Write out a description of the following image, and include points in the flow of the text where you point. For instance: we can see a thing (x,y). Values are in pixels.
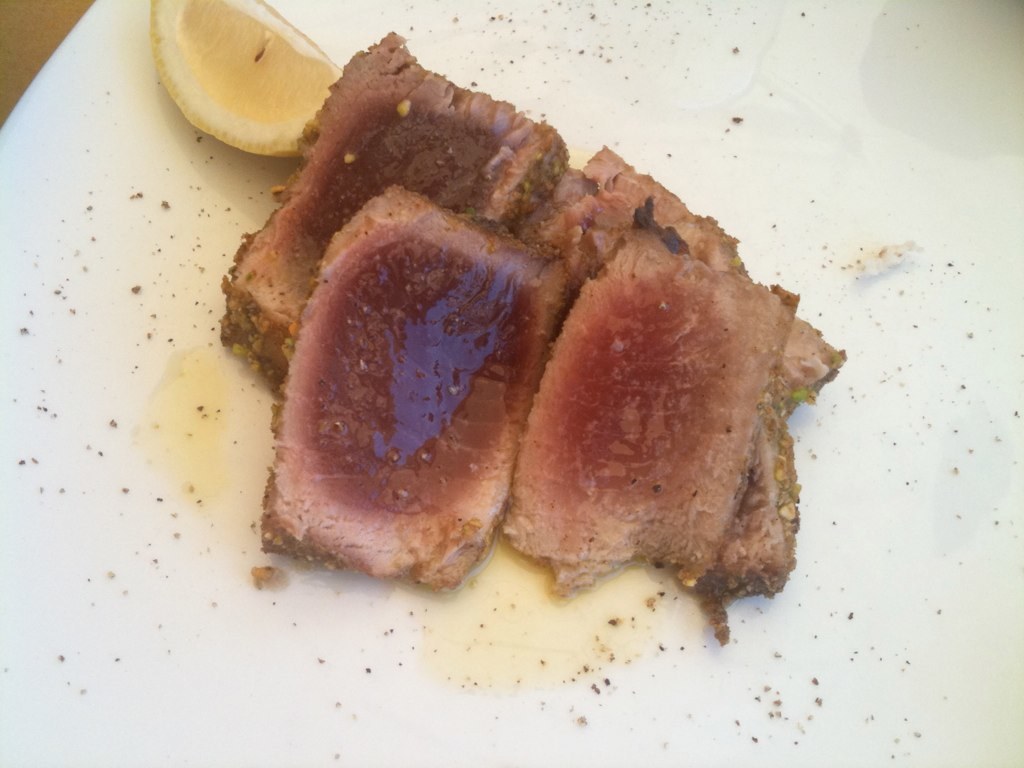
In this image I can see a white colored plate (161,691) and in the plate (180,699) I can see a food item (366,530) which is brown in color and a piece of lemon (319,84).
